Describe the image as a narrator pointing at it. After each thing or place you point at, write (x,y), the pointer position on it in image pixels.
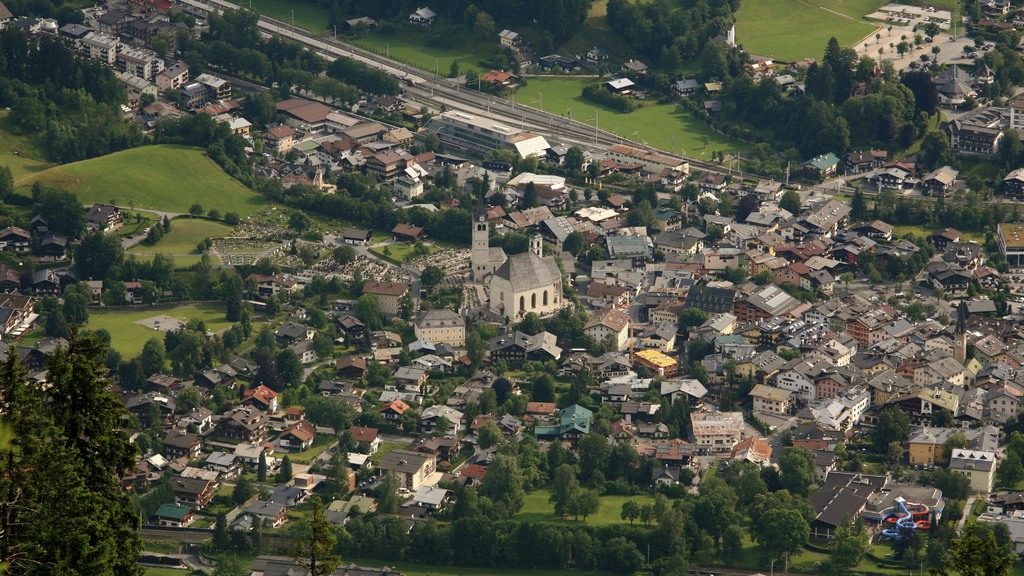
In this picture we can see so many houses (603,282), trees (514,247), grass (154,204), and road (578,275). This picture is taken from top view.
